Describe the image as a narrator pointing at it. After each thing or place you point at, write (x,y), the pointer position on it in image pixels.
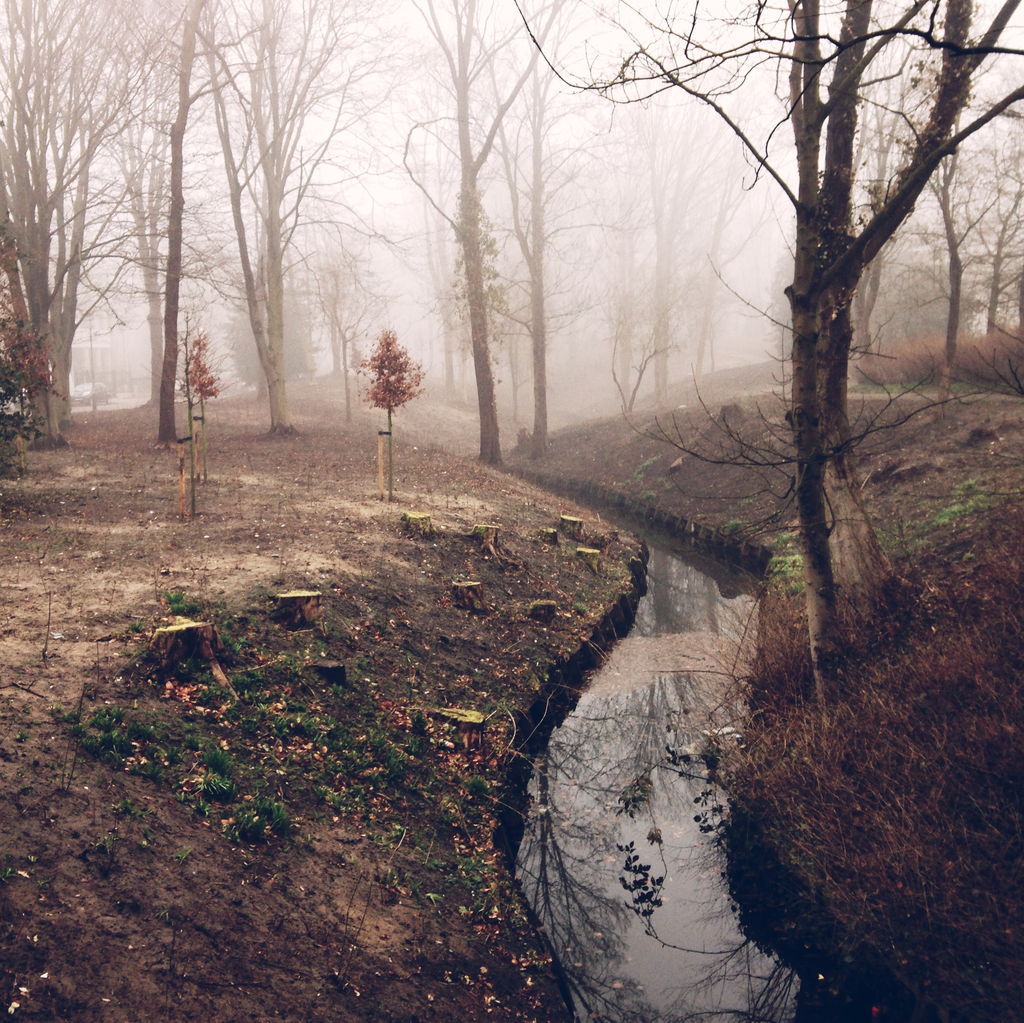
In this picture we can see water (688,825), beside the water (692,758) we can see grass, trees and some objects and we can see sky (772,240) in the background (792,240).
